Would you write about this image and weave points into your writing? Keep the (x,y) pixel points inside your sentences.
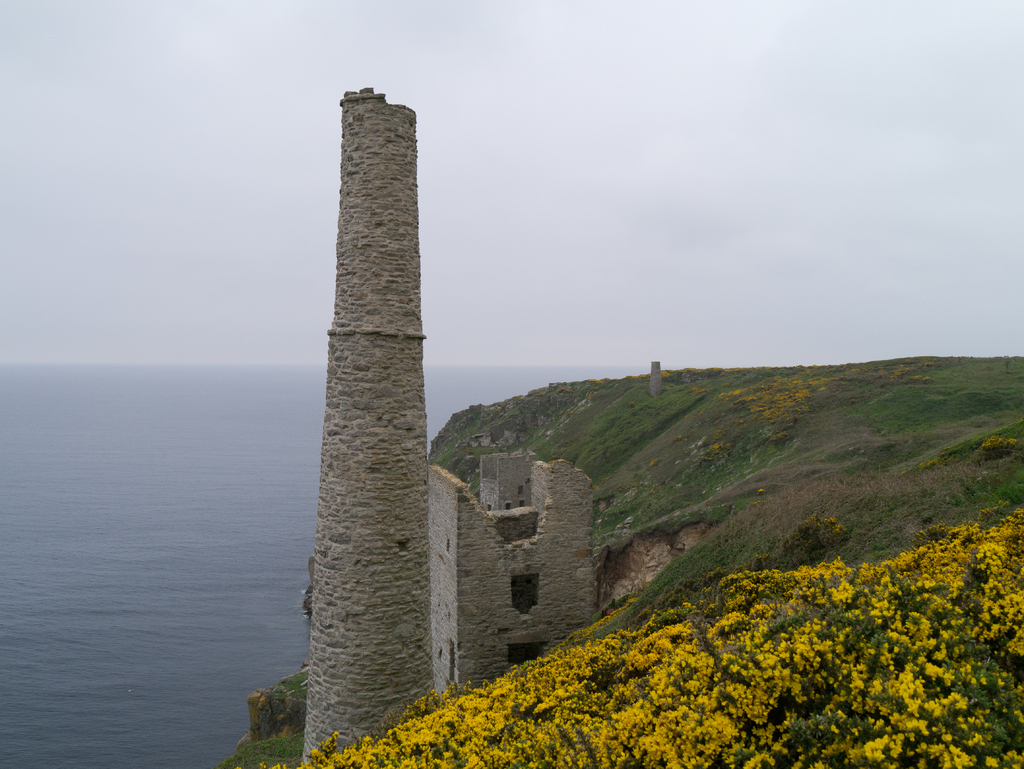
In this image I can see a tower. Background (746,473) I can see grass (757,456) in green color, flowers (782,617) in yellow color and sky (753,129) in white color.
